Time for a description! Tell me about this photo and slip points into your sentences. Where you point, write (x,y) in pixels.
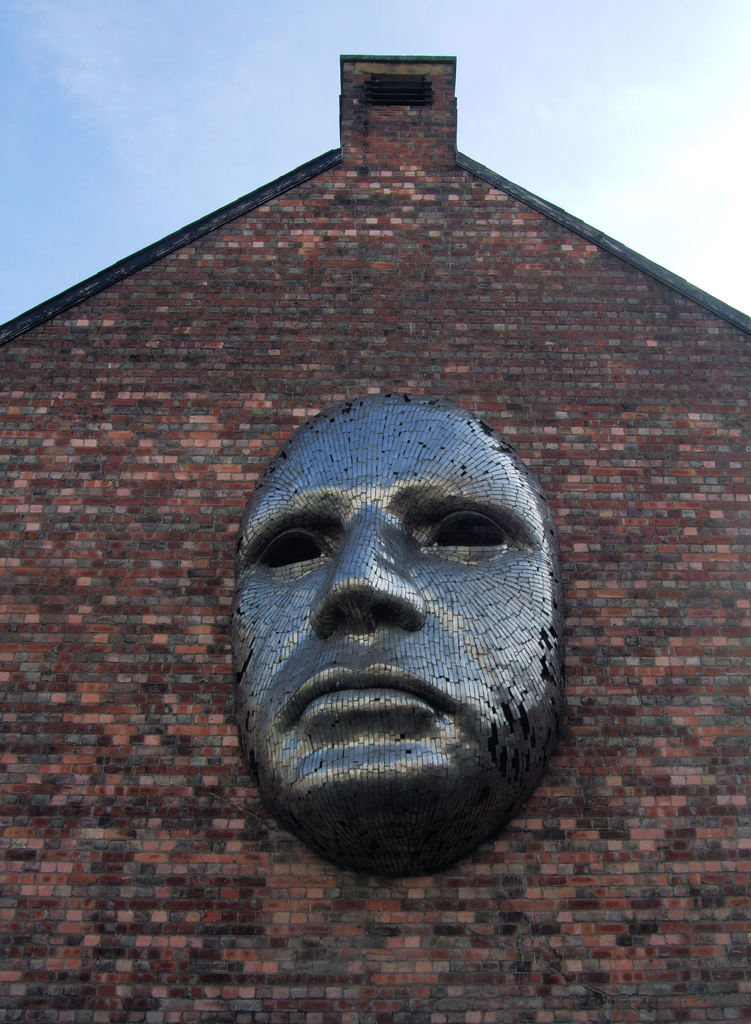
In the image we can see there is a statue (430,618) of a human face (434,629) on the wall (156,370) of the building (564,582). The building (303,880) is made up of red bricks (408,250) and there is a clear sky (333,87).
